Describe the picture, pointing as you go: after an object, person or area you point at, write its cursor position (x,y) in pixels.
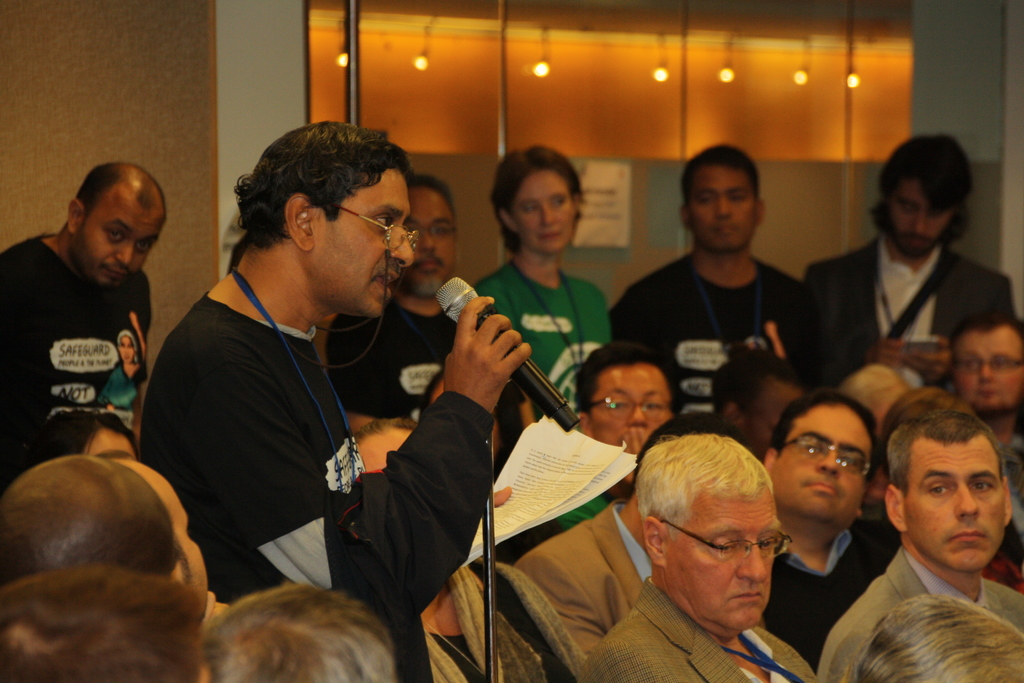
Here we can see a person (290,135) holding a microphone (470,290) in his hand (473,336) and he is speaking. Here we can see a few people (696,423) and they are paying attention to the speaker (345,258).
